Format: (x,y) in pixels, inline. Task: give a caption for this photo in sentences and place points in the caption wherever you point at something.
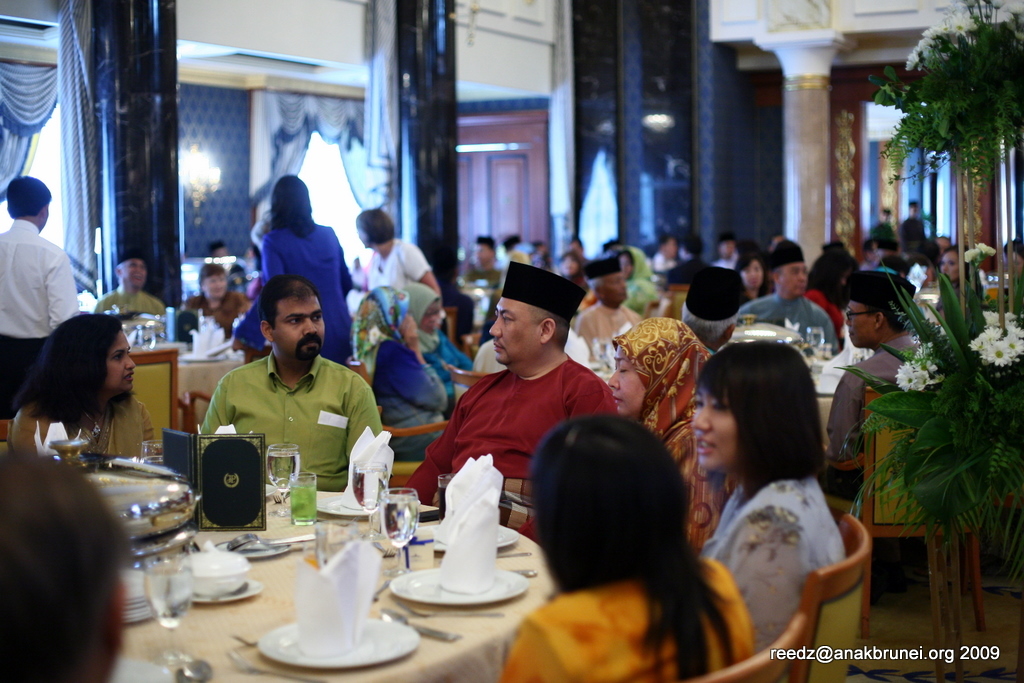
This images clicked in a restaurant (689,424). There are so many tables (465,635) and chairs (827,596). People (761,547) are sitting on chairs (433,424) around tables (442,617). There are plants (970,147) on the right side (980,302) and there are curtains (347,150) on the left side (336,110). There are pillars (400,155) in this image. On that table (271,577) there are plates (289,645), tissues (303,596), cups (235,581), saucer (254,554), glasses (288,511), knives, spoons (431,636), forks (416,615).
